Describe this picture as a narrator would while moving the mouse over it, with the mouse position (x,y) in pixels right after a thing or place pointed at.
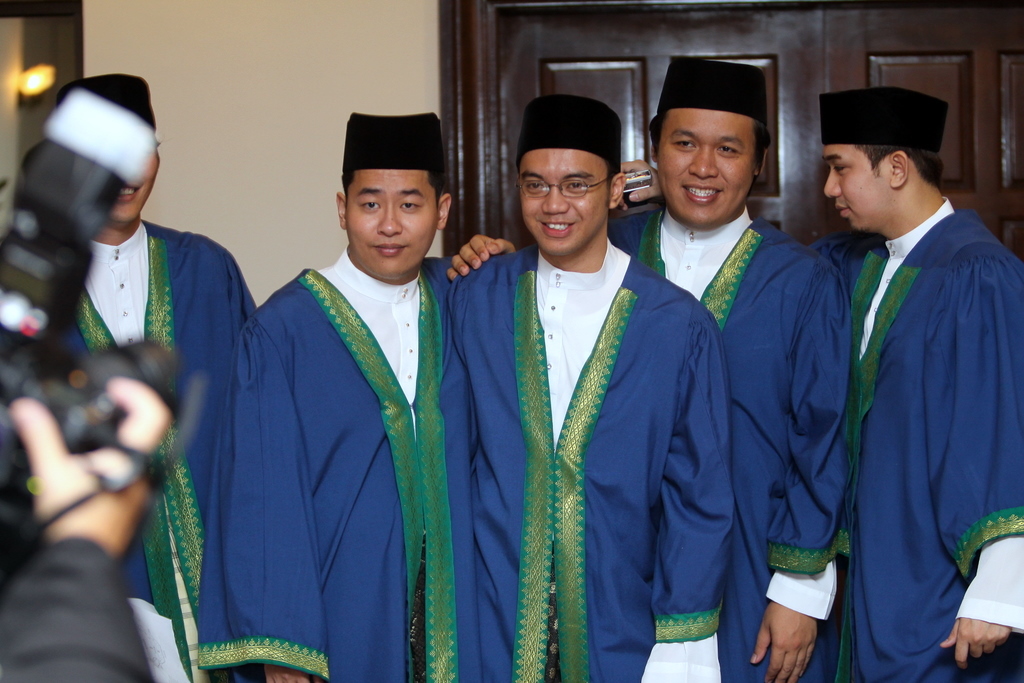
In the center of the image (645,297), we can see people (537,259) standing and wearing coats (151,262) and caps (364,161) and one of them is holding an object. In the background (78,45), there are doors (515,33) and there is a wall (108,60) and a light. In the front (78,450), we can see a person (55,429) holding a camera (47,367).
